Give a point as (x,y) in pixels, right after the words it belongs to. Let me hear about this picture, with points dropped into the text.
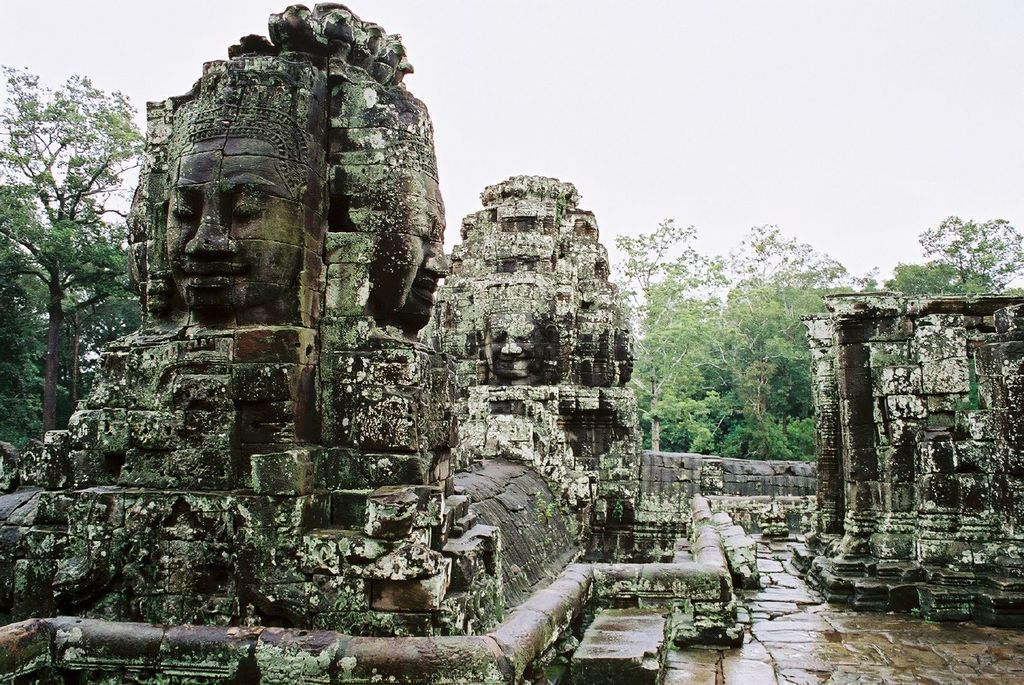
On the left side of the image (102,186) we can see the sculpture (290,491) and trees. On the right side of the image (870,429) we can see stone pillars (869,531) and trees (697,430). On the top of the image (670,104) we can see the sky (625,170).
